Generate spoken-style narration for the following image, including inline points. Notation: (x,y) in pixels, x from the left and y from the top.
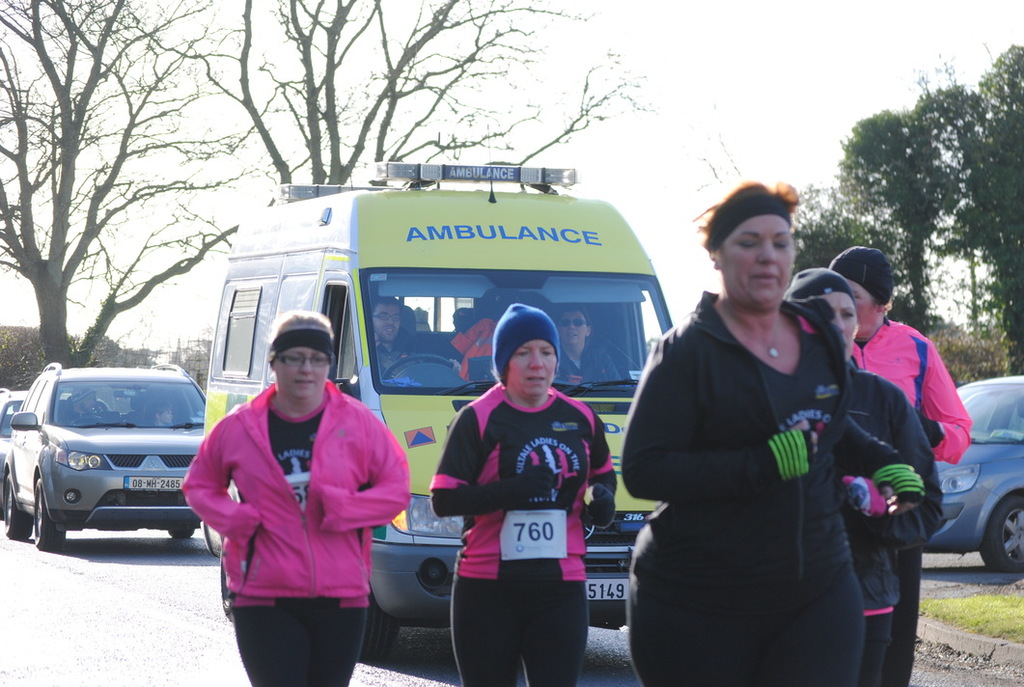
In this image i can see few women (723,468) running on the road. In the background (427,625) i can see a ambulance (348,350), few cars (946,488), few trees (886,210) and the sky (734,120).
